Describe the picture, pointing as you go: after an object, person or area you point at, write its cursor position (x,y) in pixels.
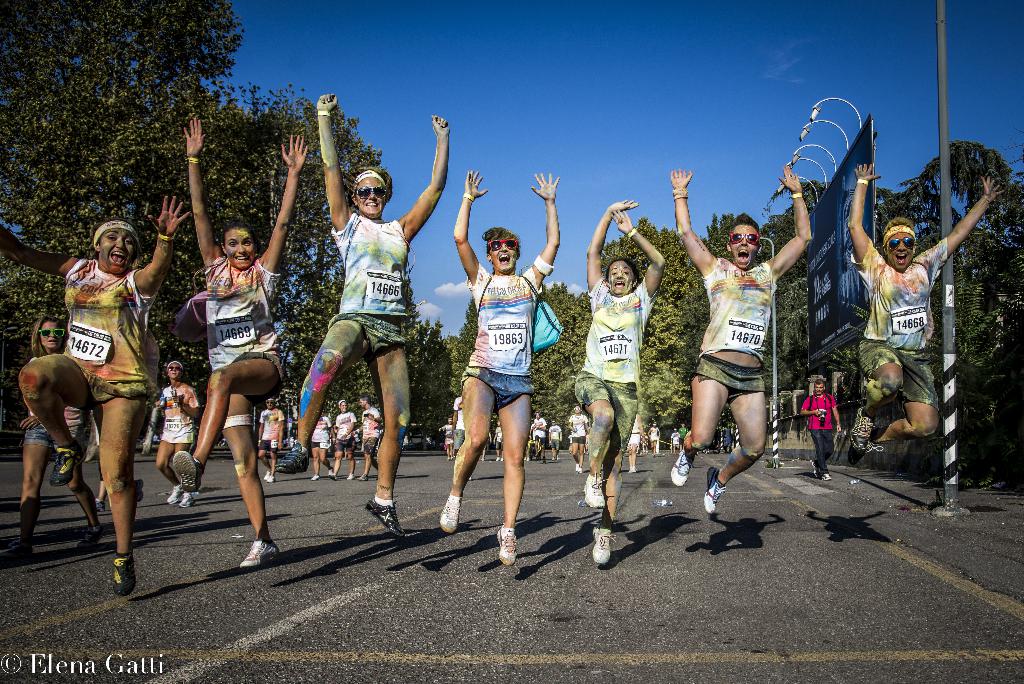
In this image we can see few persons (619,358) are in the air. In the background (25,440) we can see few persons (272,398) are walking on the road (581,477), trees (329,279), poles (942,61), board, lights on the board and clouds (430,308) in the sky (957,37). At the bottom (53,670) on the left side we can see a text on the image.
